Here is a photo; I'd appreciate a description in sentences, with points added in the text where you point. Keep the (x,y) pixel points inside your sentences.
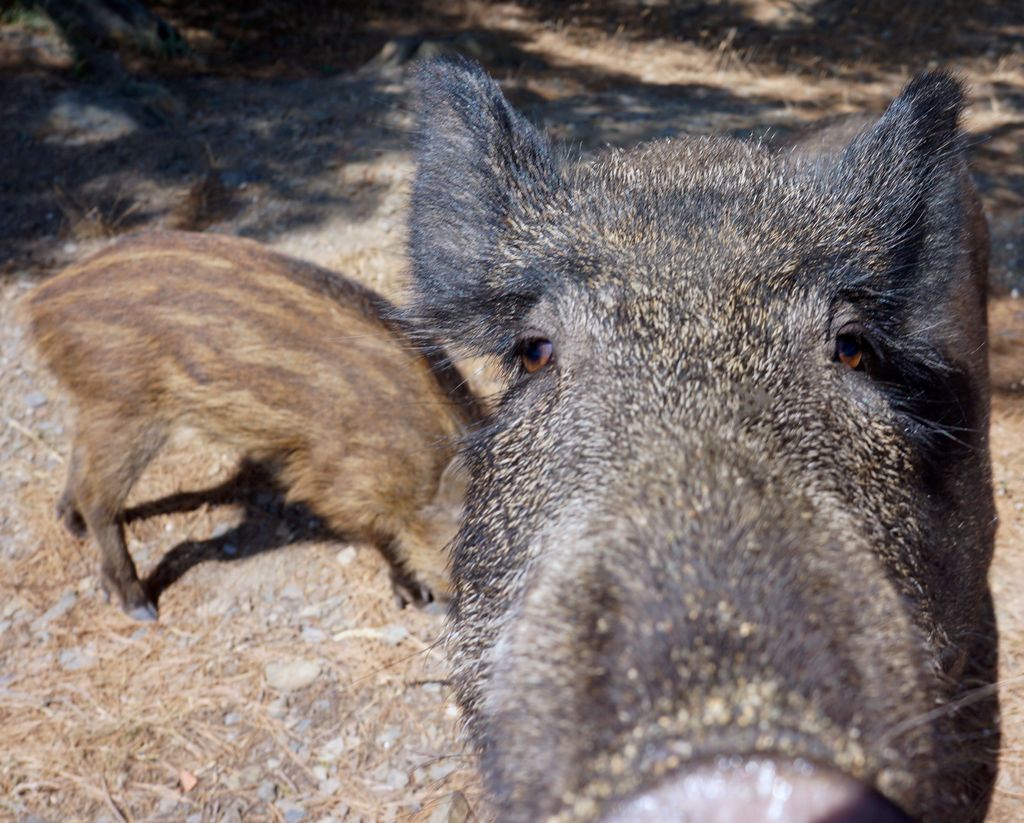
In this picture we can see two pigs (380,425), at the bottom (335,822) there are some stones (339,809).
